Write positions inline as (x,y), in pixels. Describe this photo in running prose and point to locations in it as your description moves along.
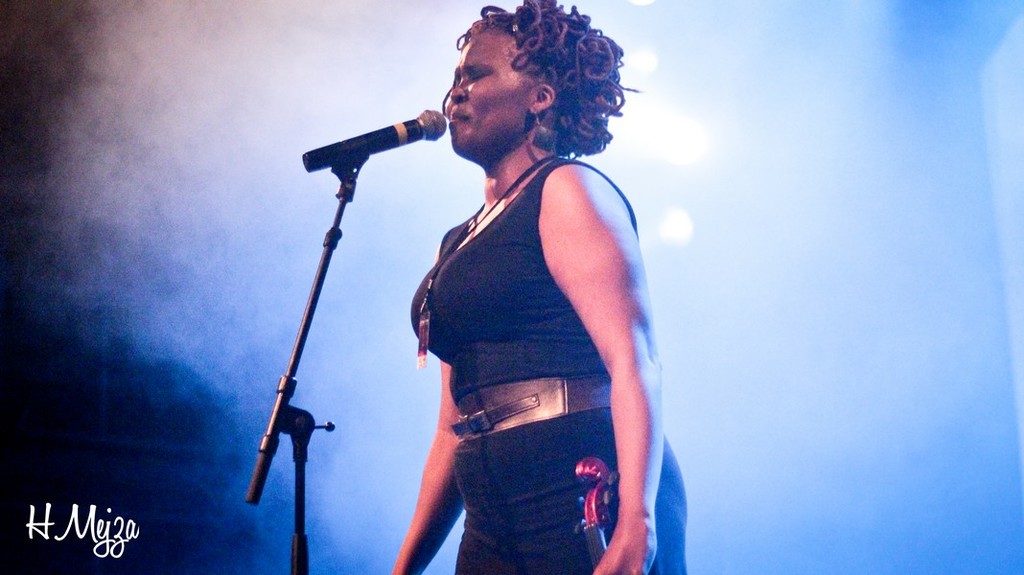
In this image I can see the person (498,300) standing in-front of the mic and wearing the dress (517,443). In the background (277,169) there is a smoke (277,169). I can also see the watermark (78,535) in the image.
